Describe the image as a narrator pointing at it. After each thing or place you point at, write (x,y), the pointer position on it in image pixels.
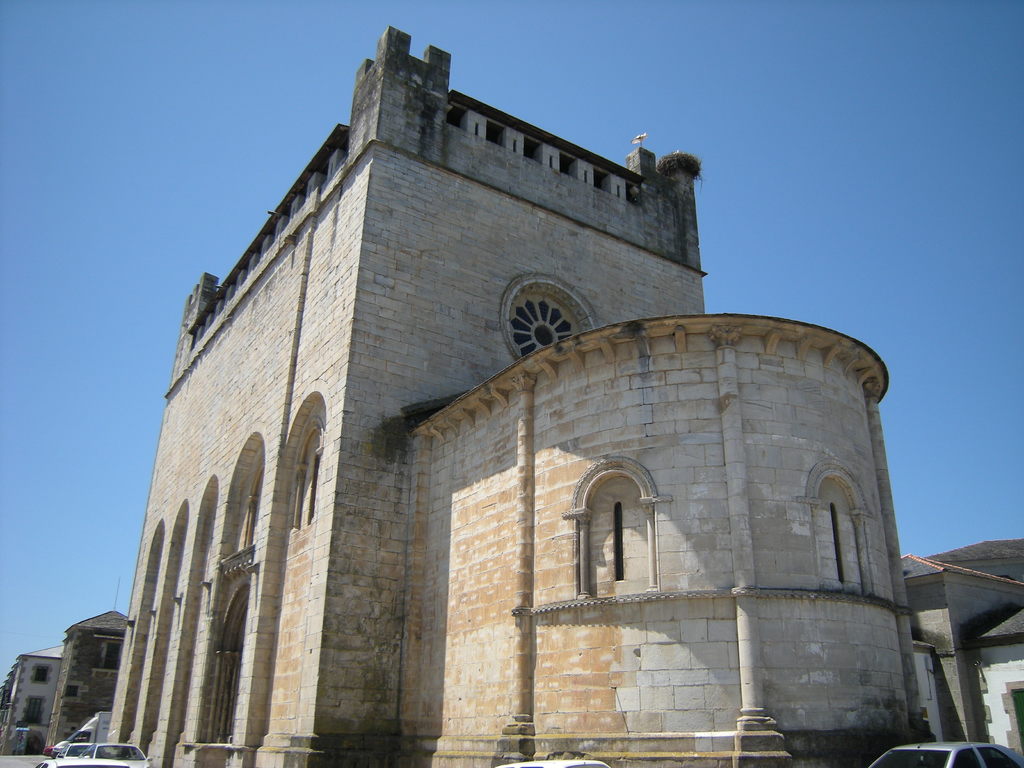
In this picture I can see few buildings (235,575) and few cars (82,753) parked on the road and I can see a blue clear sky (289,137).
